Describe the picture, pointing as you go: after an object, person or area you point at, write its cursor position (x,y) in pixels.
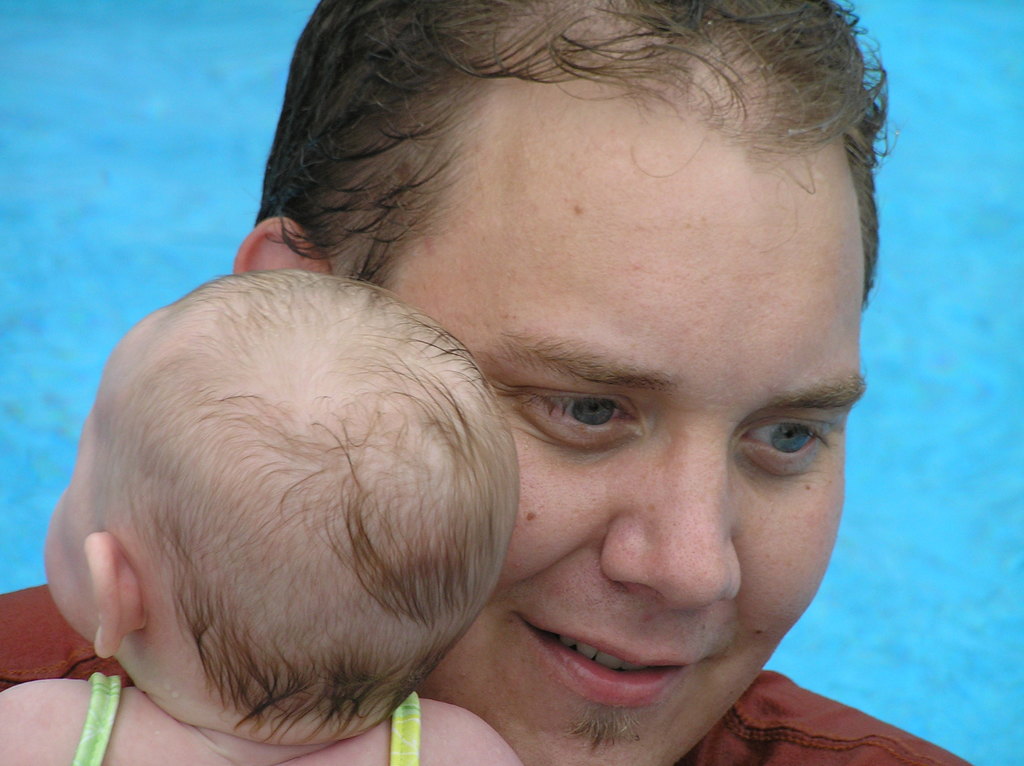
In this picture I can observe a man (750,573) and baby (146,496). Man (593,348) is smiling. In the background (148,265) I can observe water (882,332).
